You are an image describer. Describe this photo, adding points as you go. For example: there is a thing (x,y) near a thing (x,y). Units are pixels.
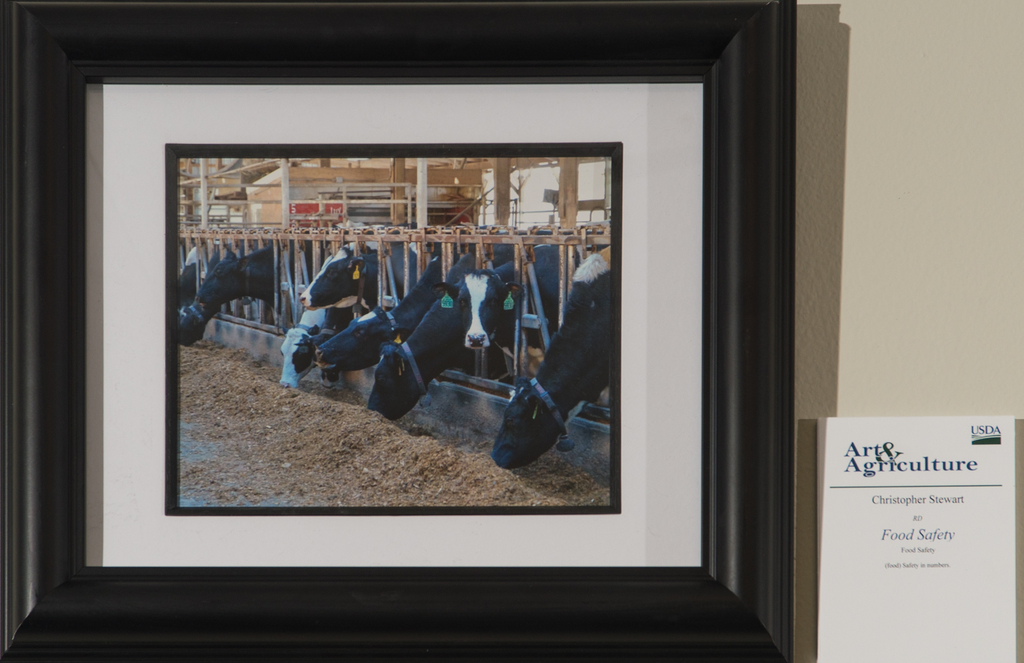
In this image we can see the picture frame (531,346) on the wall (972,399). And we can see some animals (408,341) in the picture frame (83,72). And on the right (897,518), we can see a paper (869,575) on the wall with some text (922,540) on it.
